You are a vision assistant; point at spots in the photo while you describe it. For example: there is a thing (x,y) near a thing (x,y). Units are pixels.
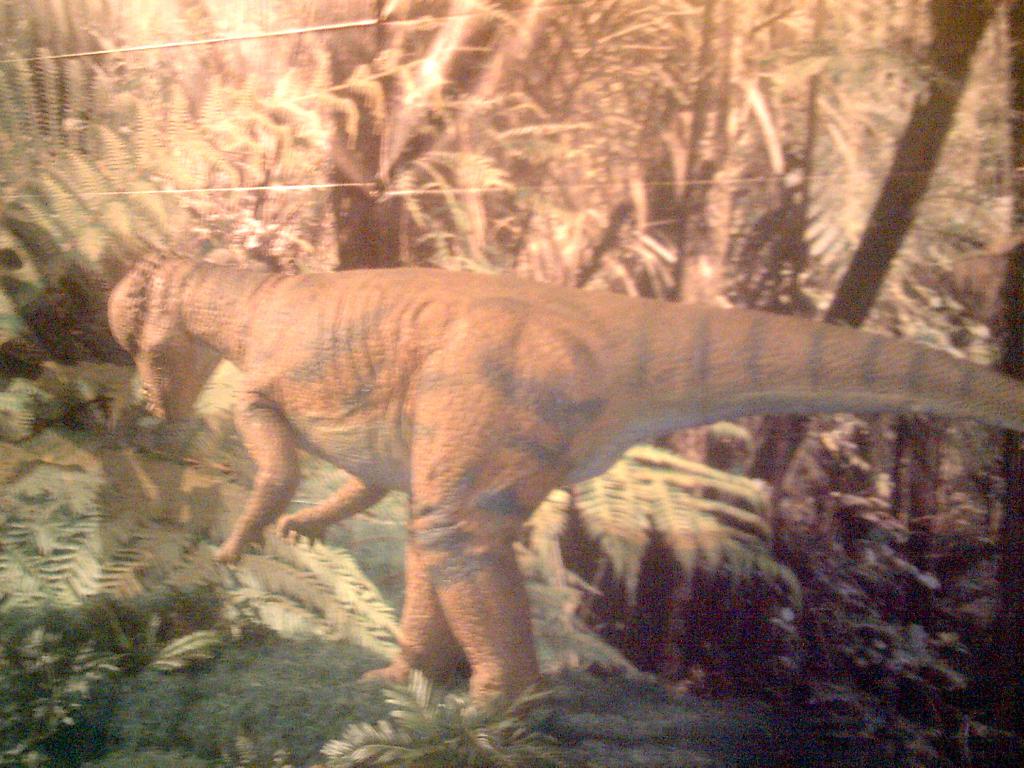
In this image we can see a dinosaur (405,651), there are some plants (475,60), and trees (491,27).
